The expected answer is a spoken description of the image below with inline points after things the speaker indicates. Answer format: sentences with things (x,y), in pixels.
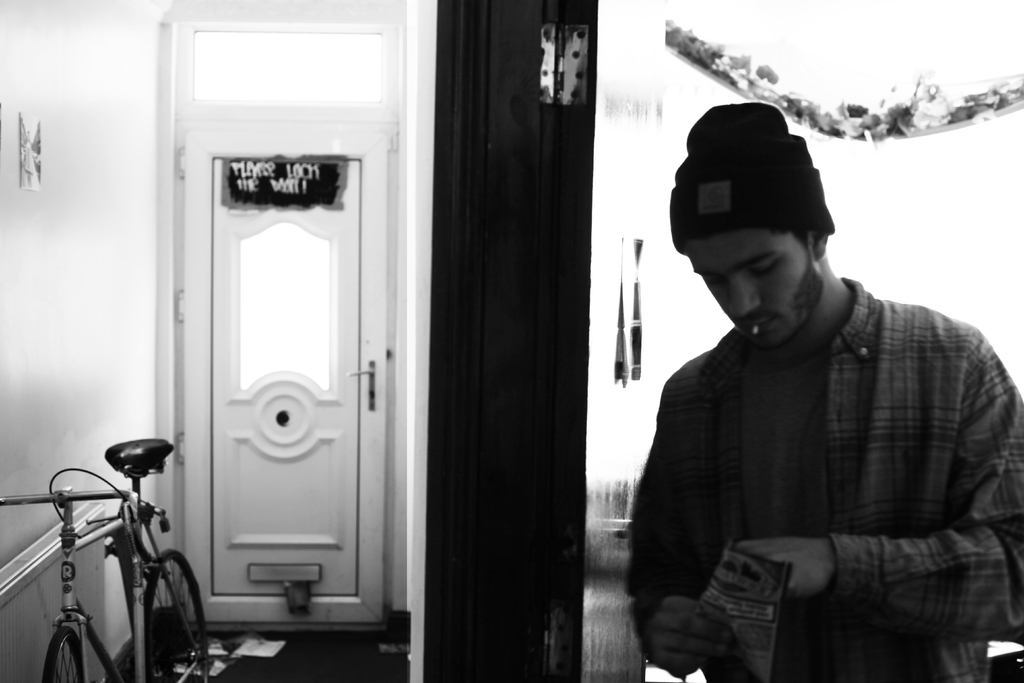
In this picture we can see a person (786,504) holding a packet (740,631), side we can see door (323,324) to the wall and we can see bicycle (140,618).
